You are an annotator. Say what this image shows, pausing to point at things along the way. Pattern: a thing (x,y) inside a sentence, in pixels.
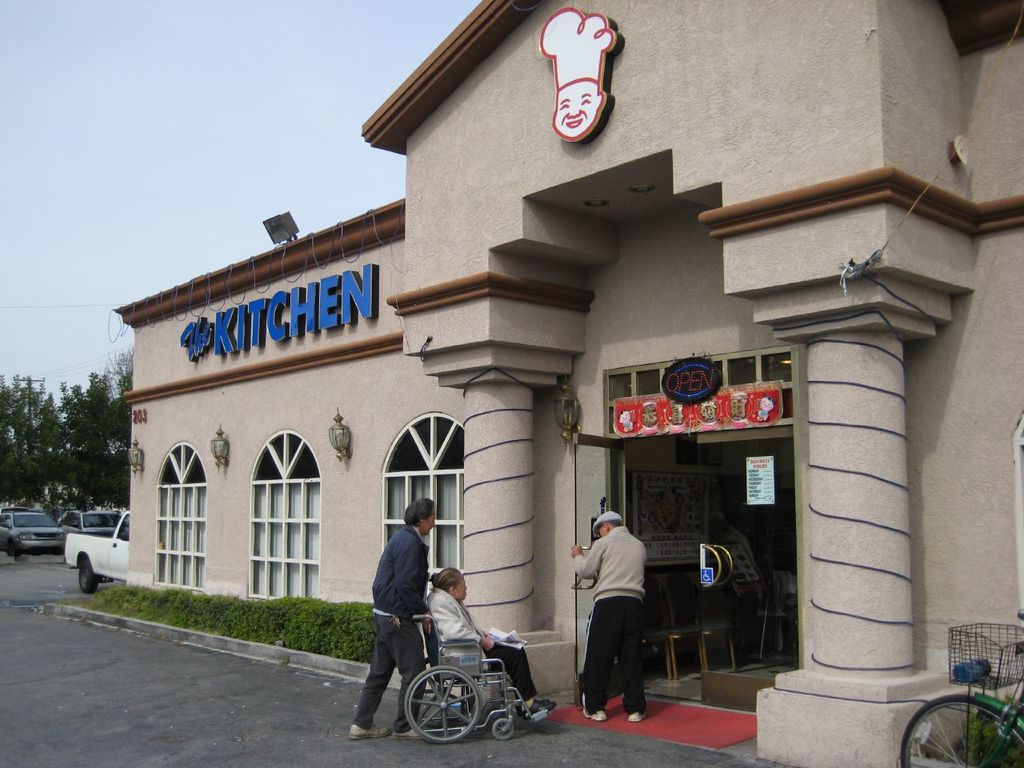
In this picture we can see two people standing on the ground (594,749) and one person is sitting on a wheelchair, here we can see a bicycle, plants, building (765,688), chairs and few objects (719,713) and in the background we can see vehicles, trees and the sky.
